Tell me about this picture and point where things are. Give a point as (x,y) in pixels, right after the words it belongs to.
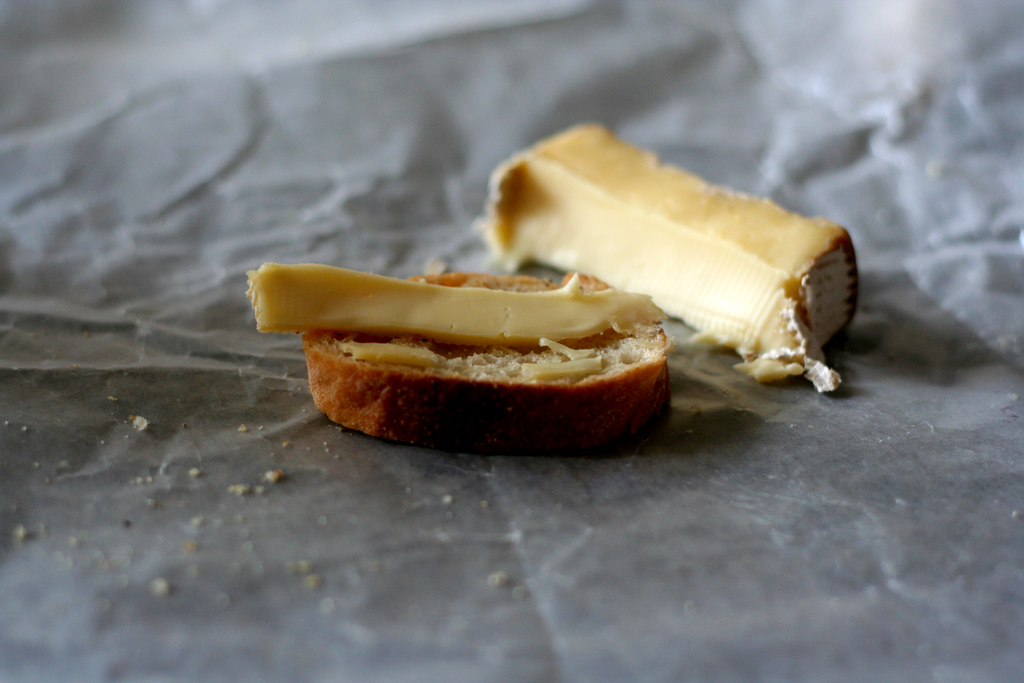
In this image there is a slice of cheese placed on a slice of bread (555,386).
